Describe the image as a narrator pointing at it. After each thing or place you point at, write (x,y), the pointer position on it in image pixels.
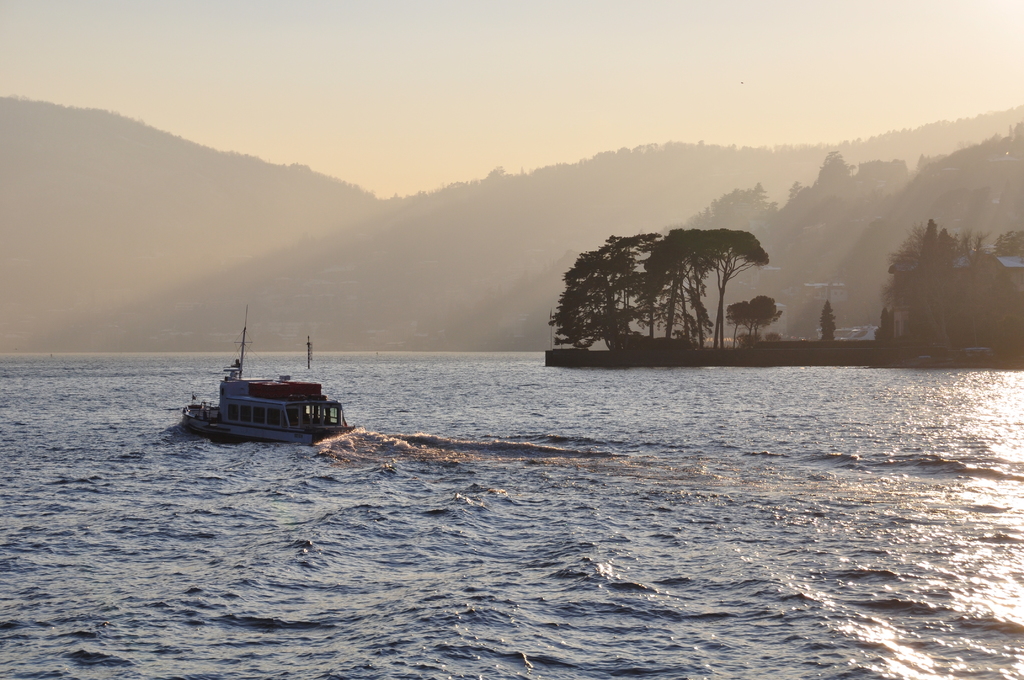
In this image there is a water (662,468) with a sailing boat (284,394). Beside that there are some trees (930,276) and in the background (736,193) there are mountains (435,209) with trees (189,206). And at the top (633,69) there is a sky (616,59).
